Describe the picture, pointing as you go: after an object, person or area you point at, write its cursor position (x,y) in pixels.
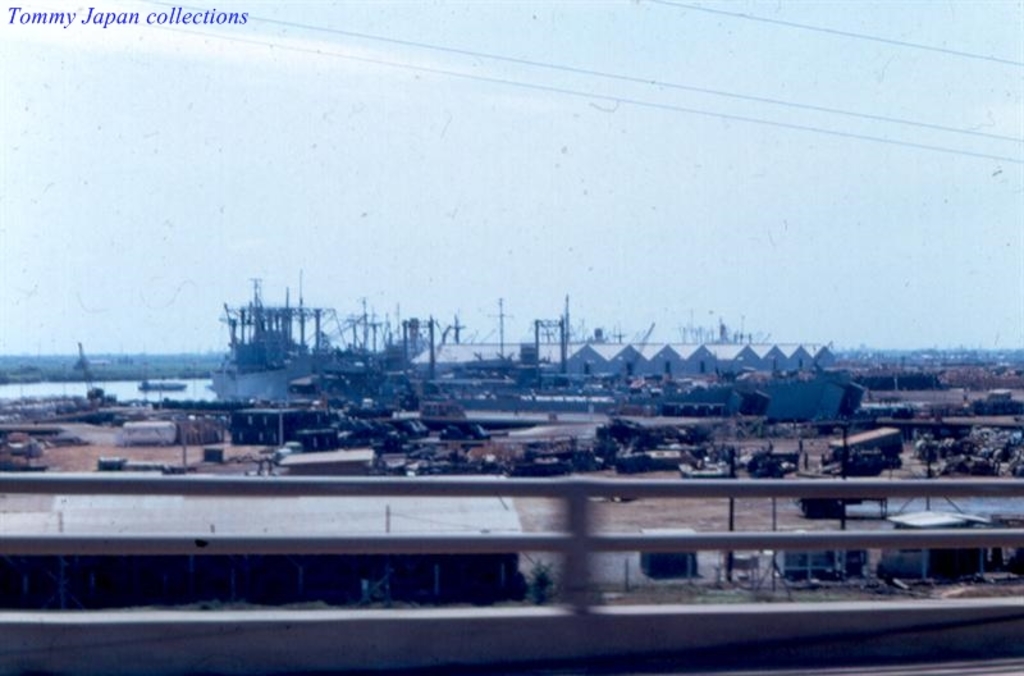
This is a picture of a city (456,524), where there is a shipyard (232,448), boat (277,353) on the water (173,380), and in the background (308,155) there is sky (424,122) and a watermark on the image.
